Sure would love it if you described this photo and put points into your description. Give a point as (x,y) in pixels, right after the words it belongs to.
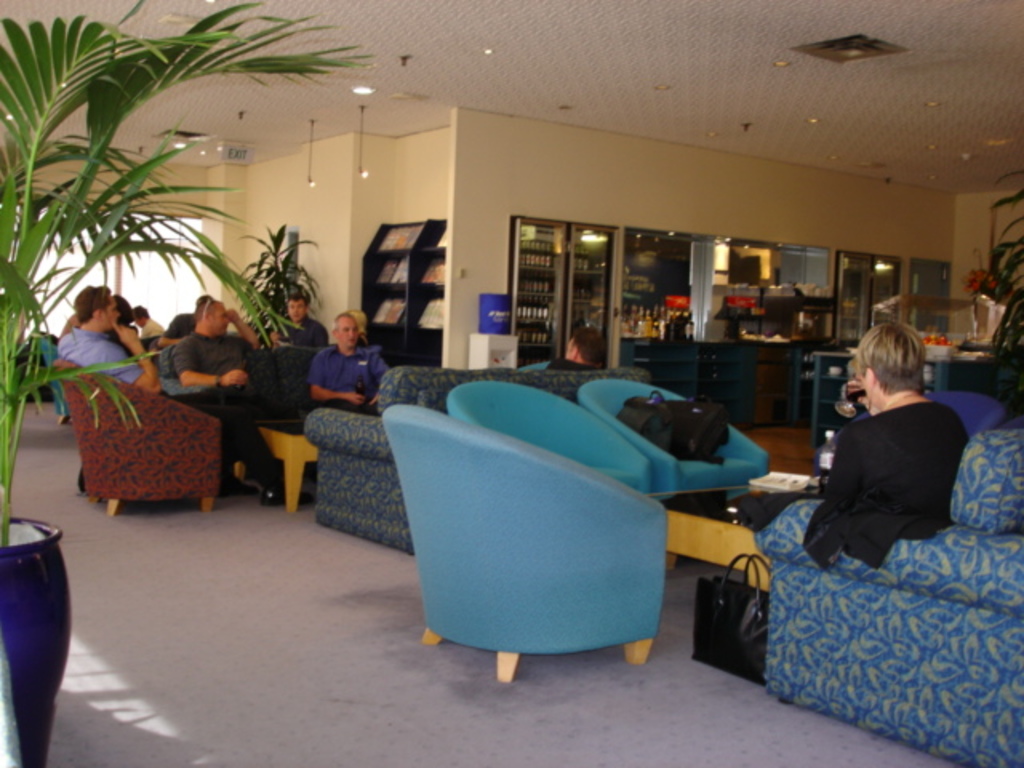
This picture looks like it is a waiting space (270,396). In the center of the picture (428,395) there are many couches (790,514), tables (691,532) and many people (334,369) seated on the tables (701,518) and couches (696,484), there are bags (726,443), books (769,486) and bottles (833,444). In the center of the background (529,282) there are closets (542,283), in the closet (550,285) there are bottles (533,297) and books (444,281). On the left (33,623) there is a houseplant (31,386). In the center of the background (500,353) there is a water machine (493,336). On the top (544,45) there is ceiling (636,96) and lights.
